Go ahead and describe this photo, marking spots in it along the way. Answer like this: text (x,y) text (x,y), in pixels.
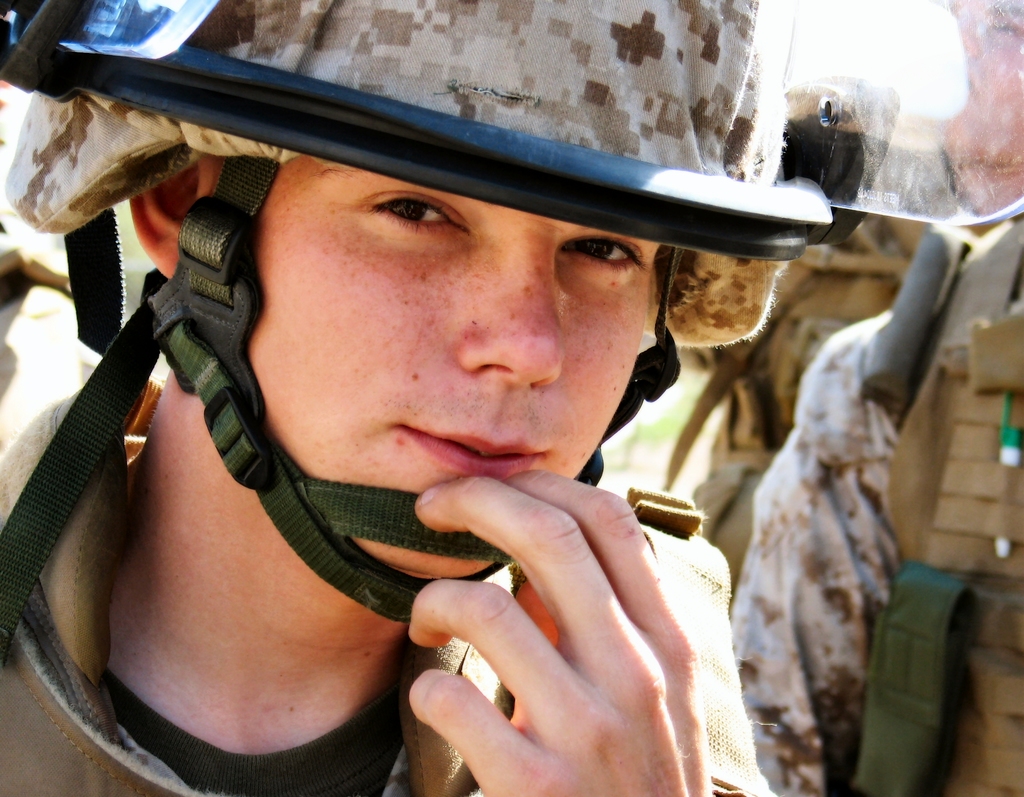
In this picture we can see a person (64,684) with a helmet (432,161) and behind the person (516,421) there are some people (812,561) standing with their backpacks (771,339).
